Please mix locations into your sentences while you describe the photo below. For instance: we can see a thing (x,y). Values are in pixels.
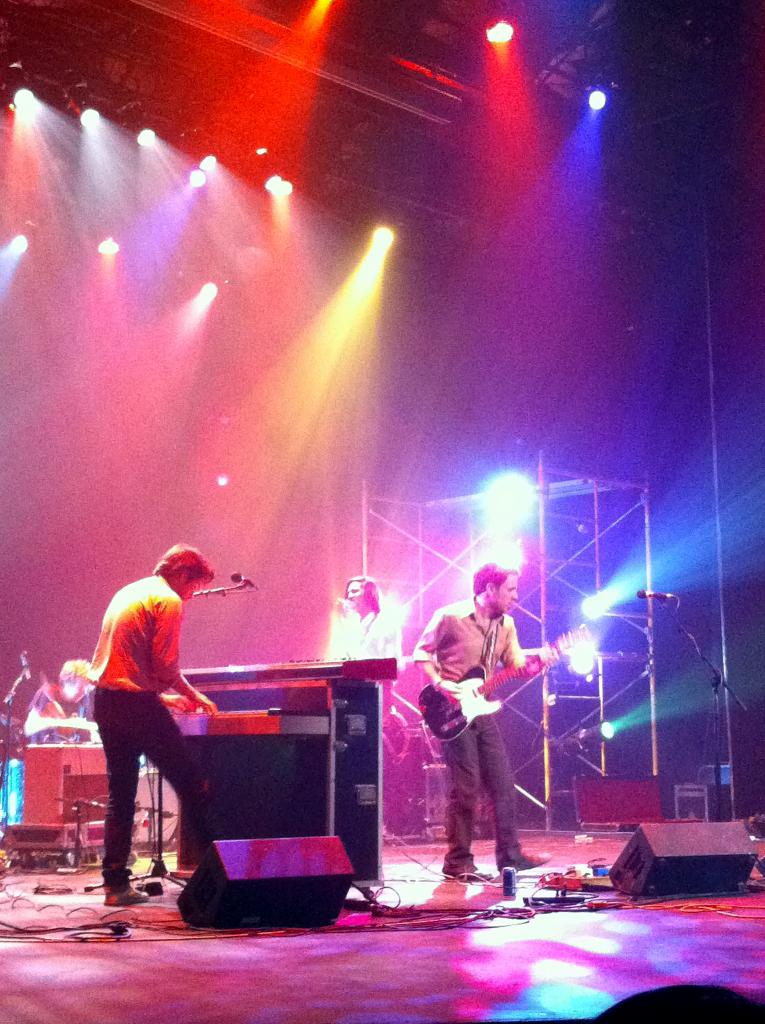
In this image three persons (153,661) are standing in which a person (198,765) at the left side (250,790) is playing piano (374,770). Person (494,579) at the right side (519,652) is playing guitar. Person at the left side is playing another musical instrument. There is a mike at the right side of the image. Few lights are at the top of the image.
